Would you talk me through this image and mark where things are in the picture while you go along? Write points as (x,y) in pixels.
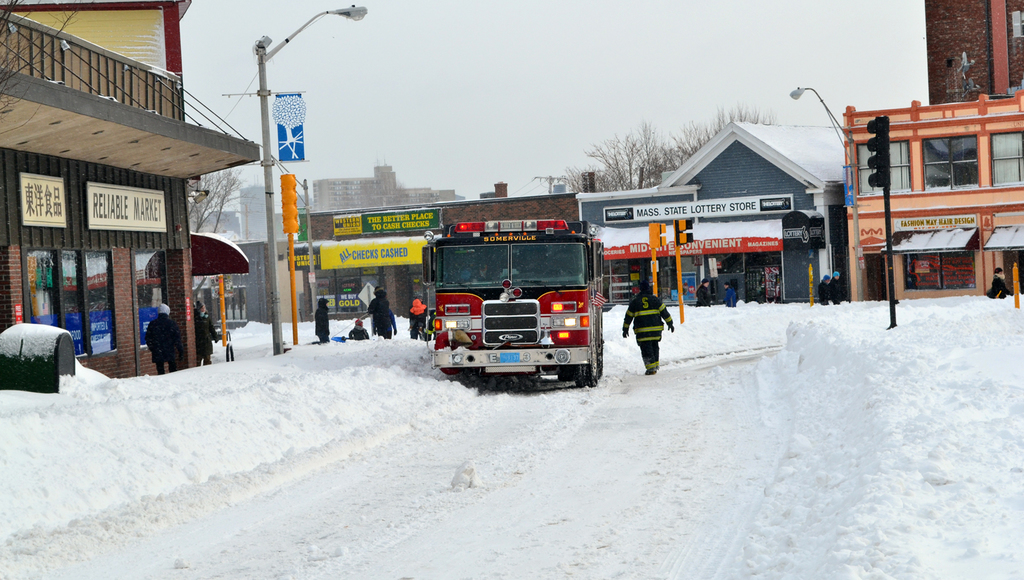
In this image it looks like a fire engine (554,317) which is in the snow (506,426). There are buildings (771,198) in the middle (587,218). On the left side (187,308) there are stores (155,302) and poles (296,327) to which there are lights (326,13). In the middle (677,223) there is a traffic signal light (881,184). At the bottom (122,535) there is snow (110,439).
